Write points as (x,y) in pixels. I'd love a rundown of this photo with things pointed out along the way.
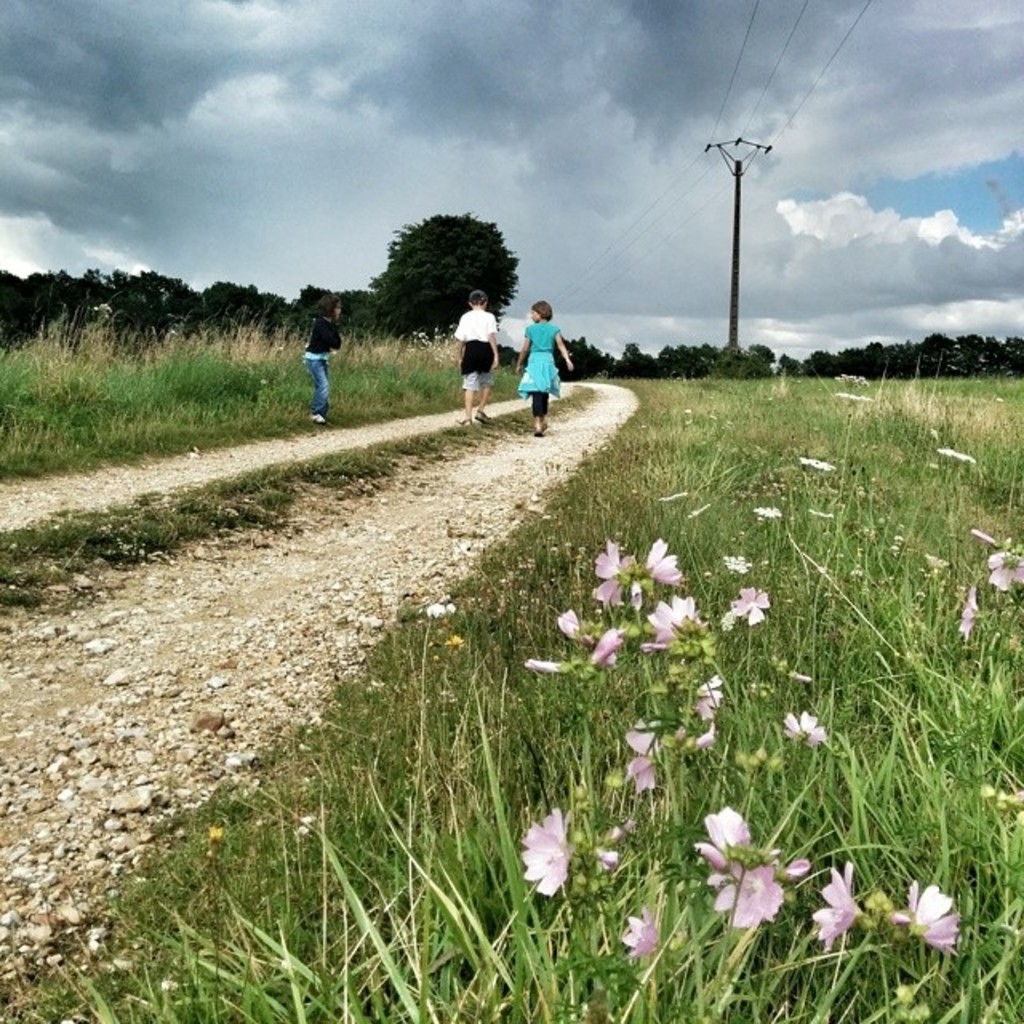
In this image there is a grassy land (855,652) on the right side of this image (709,473), and there are some flowers (751,882). There are three kids (537,382) standing in middle of this image (509,353) and there are some trees (402,315) in the background (376,317). There is a cloudy sky (449,111) on the top of this image (551,112) and there is a current pole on the top right side of this image (737,194).
